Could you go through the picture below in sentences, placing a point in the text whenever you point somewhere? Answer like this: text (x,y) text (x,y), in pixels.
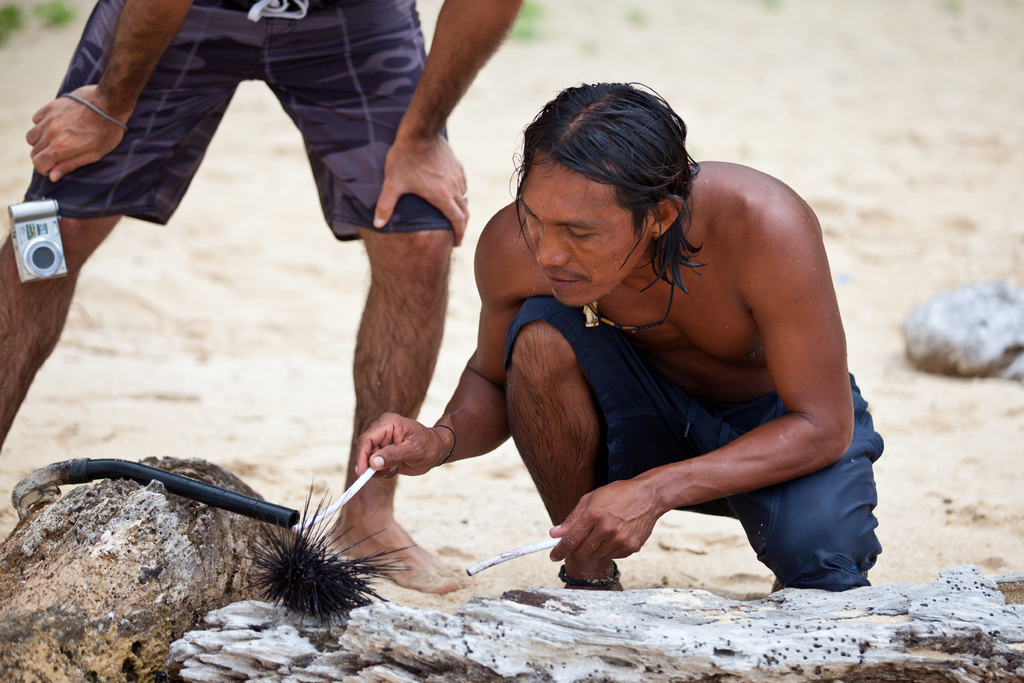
In this image I can see a person (705,404) wearing blue colored shorts (785,484) is sitting and holding two white colored objects (473,573) in his hands (391,468). I can see another person (405,158) wearing shorts (348,124) is standing and has a camera (37,204) hanging from his wrist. I can see a black colored urchin (316,547) on the ground (903,305), a black colored object (109,470) and a rock (127,504) which is white in color. In the background (120,455) I can see the ground (954,280) and some grass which is green in color.
